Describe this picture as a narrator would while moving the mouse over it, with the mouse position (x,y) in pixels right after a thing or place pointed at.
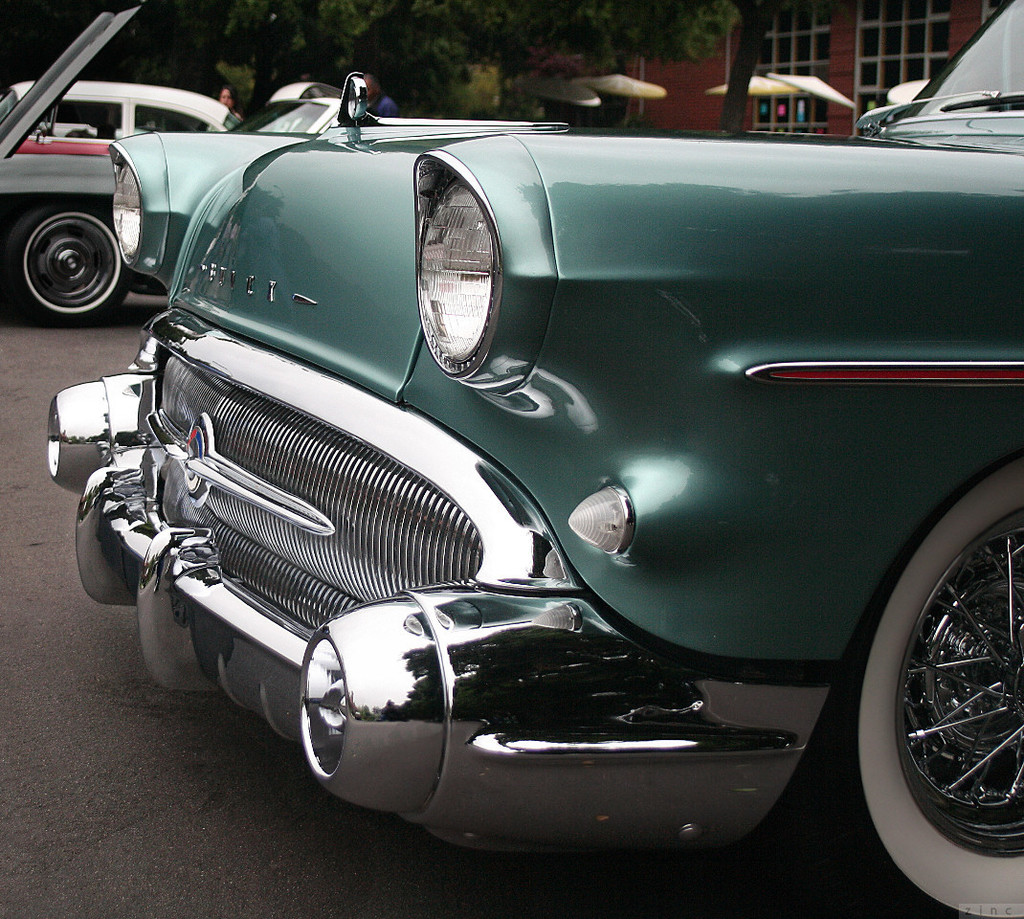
This is a zoomed in picture. In the foreground (555,708) we can see the cars (610,269) parked on the ground (478,853). In the background (801,27) we can see the trees (596,18) and the windows (856,52) of the house (856,52).
